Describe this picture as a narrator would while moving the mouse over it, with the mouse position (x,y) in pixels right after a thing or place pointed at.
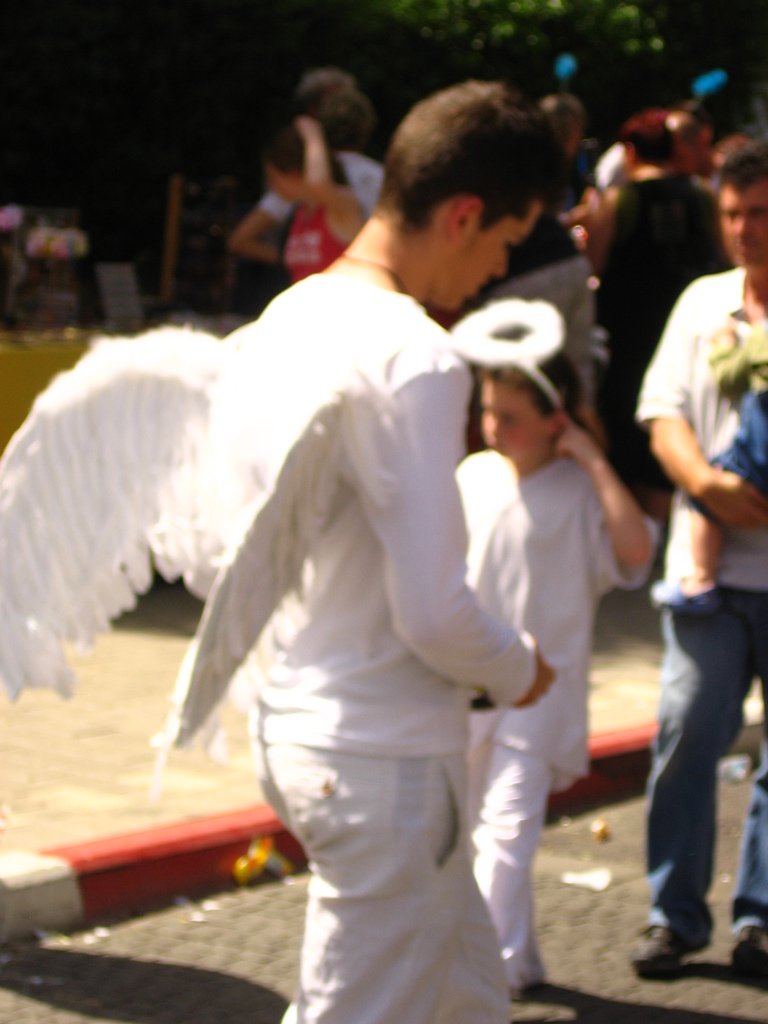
In the middle of the image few people (331,233) are standing and walking. Behind them there are some trees (269,83).
